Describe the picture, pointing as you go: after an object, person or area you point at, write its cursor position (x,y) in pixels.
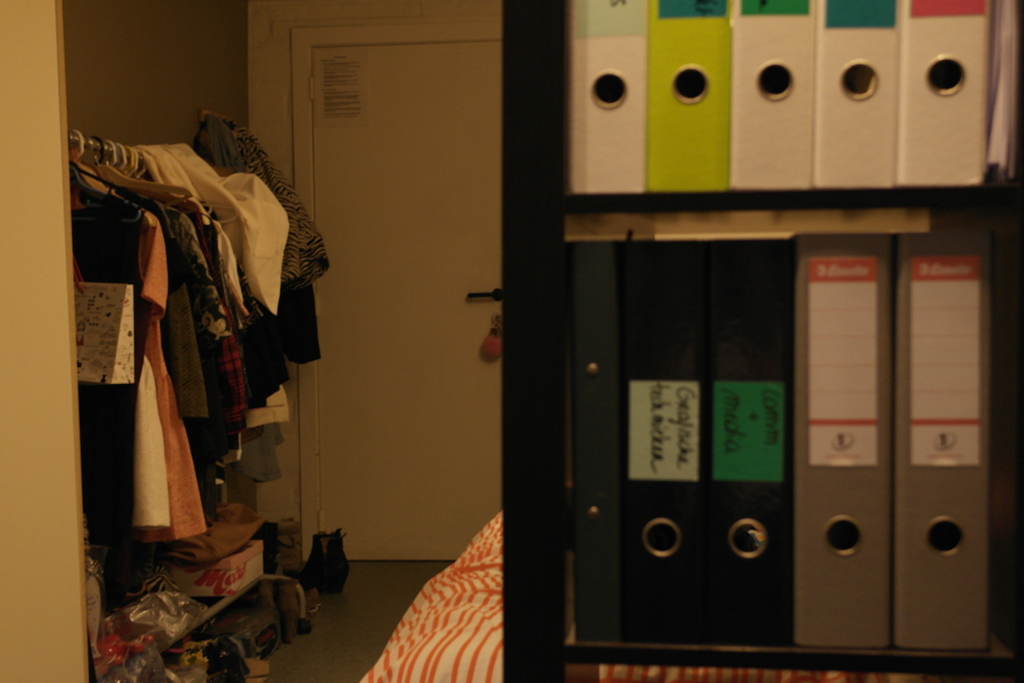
This is an inside view. On the right side (799,505) there are few boxes (883,460) in the rack (526,329), behind there is a bed (426,586). On the left side (179,468) there are few clothes (119,246) hanging to a metal rod (98,144). In the background (408,313) there is a door (369,368) to the wall (171,83).
